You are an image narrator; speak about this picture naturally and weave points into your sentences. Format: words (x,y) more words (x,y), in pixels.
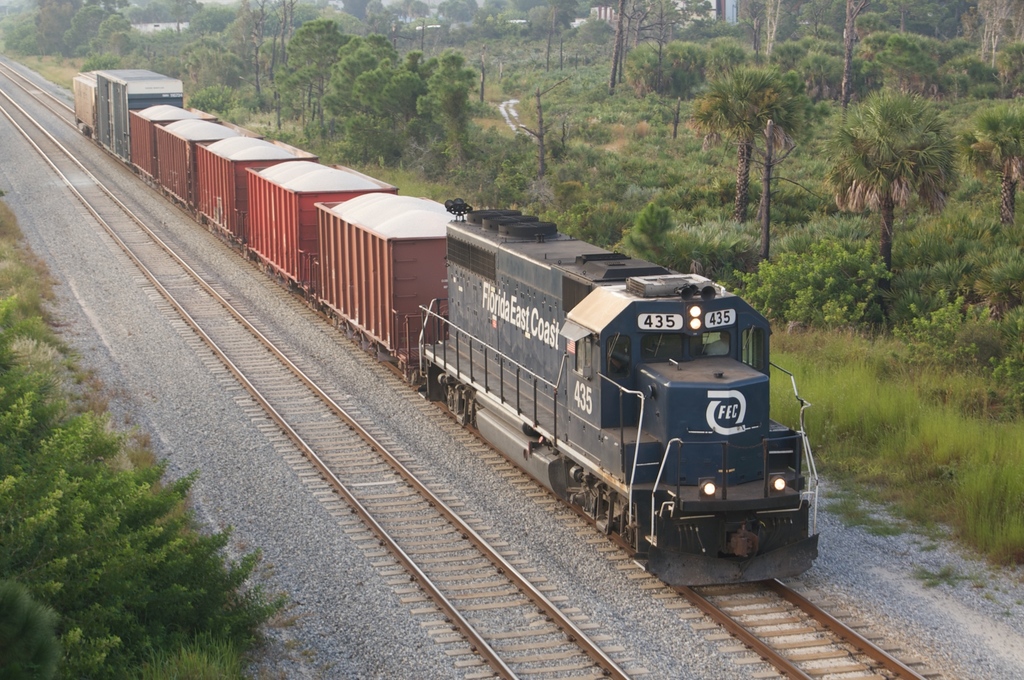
In this picture we can see a train (337,273), railway tracks (300,382), stones (232,413), plants (827,359) and in the background (529,17) we can see trees (276,68).
